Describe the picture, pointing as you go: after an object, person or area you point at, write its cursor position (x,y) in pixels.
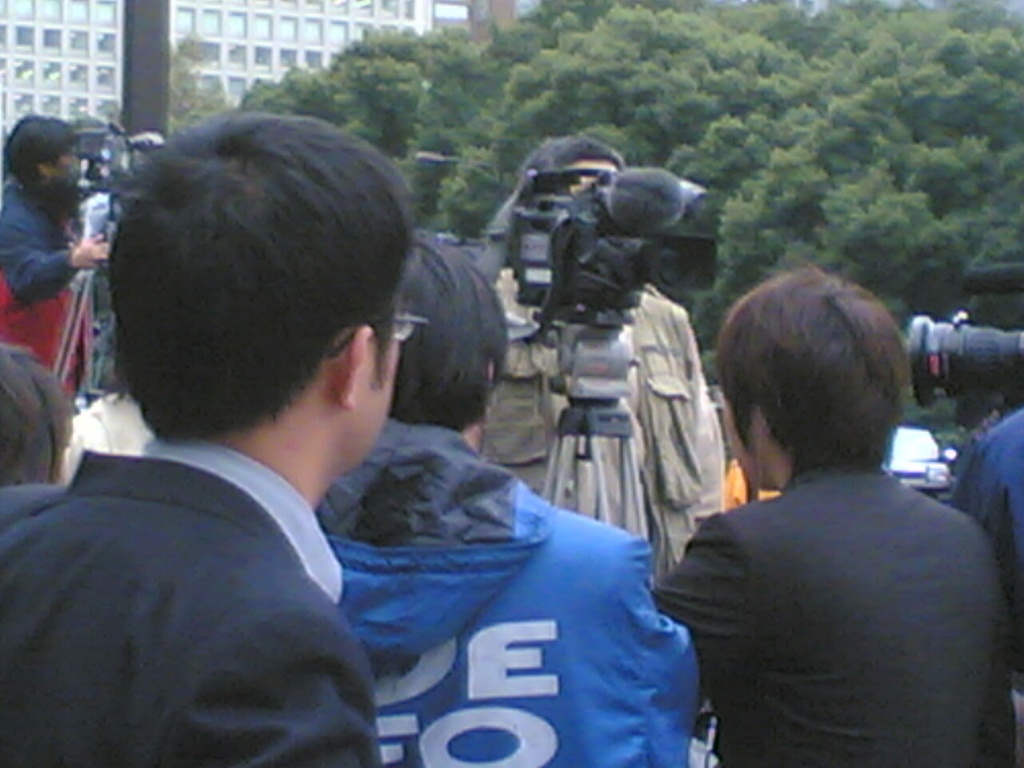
In this image we can see people (591,503), among them some are holding the camera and in the background (871,252) we can see trees (962,85) and a building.
